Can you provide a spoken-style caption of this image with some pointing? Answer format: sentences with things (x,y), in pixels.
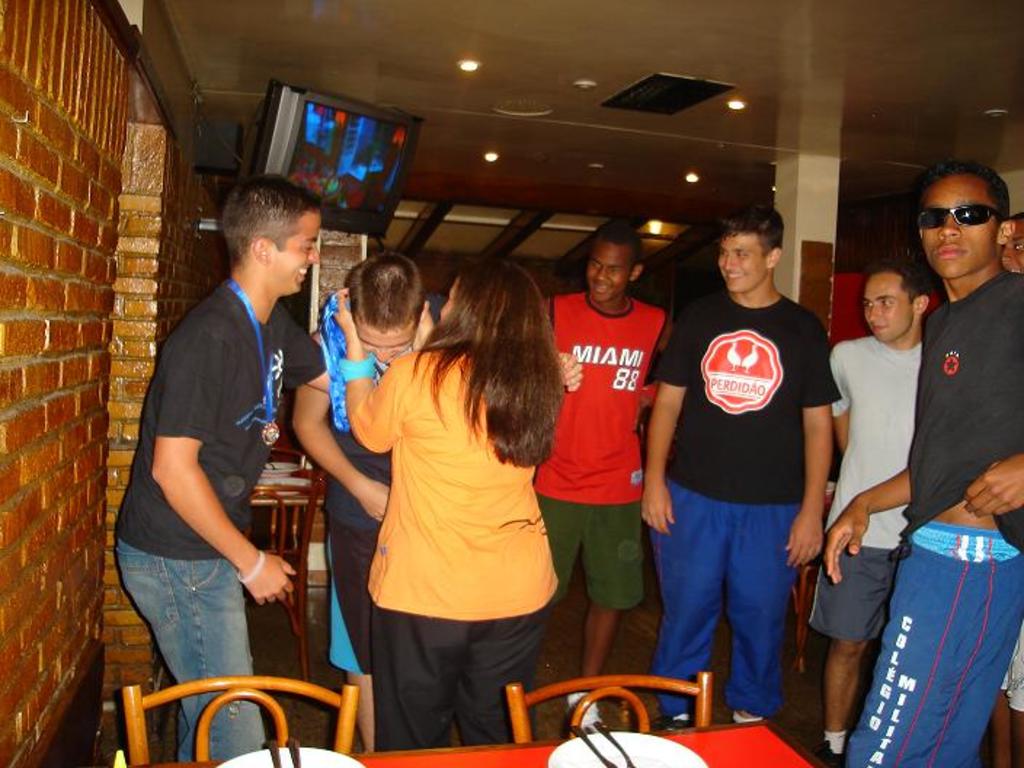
There are few people (591,352) here standing and laughing. Behind them there is a TV (405,175). In front of them there is a table (506,760) and chair (519,723).
